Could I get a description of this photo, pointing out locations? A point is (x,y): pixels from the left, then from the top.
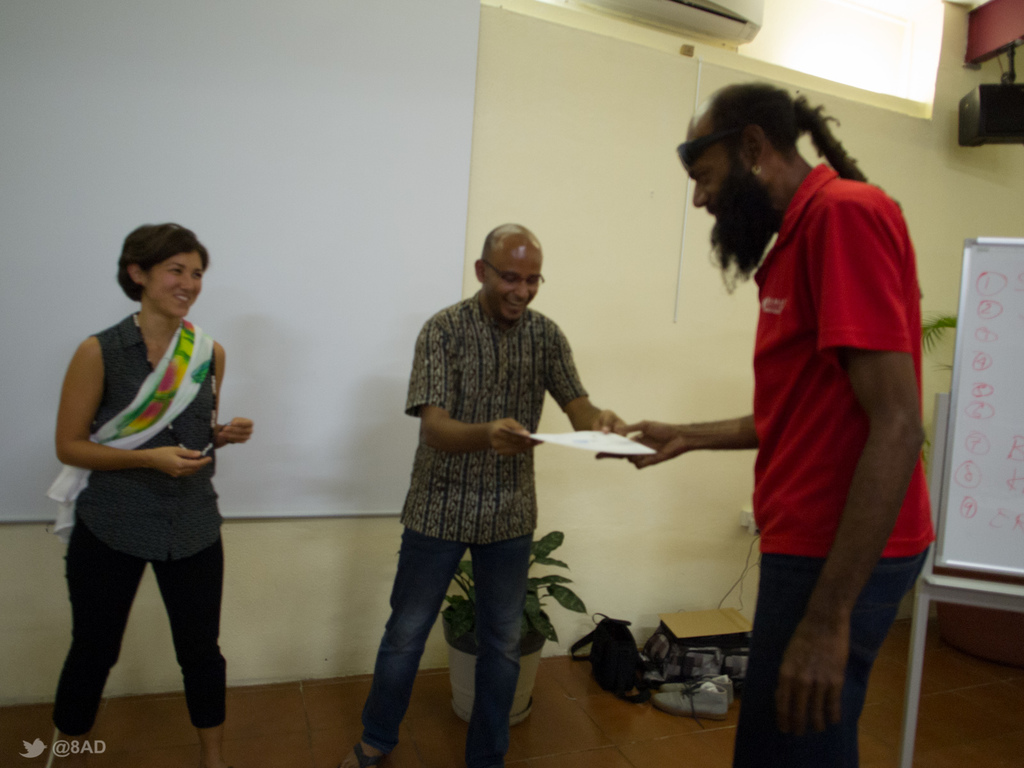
In this picture I can see 2 men (483,353) standing in front (503,409) and holding a paper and beside to them, I can see a woman (159,291) standing and I see that she is smiling. In the background (602,288) I can see the wall (607,194), a plant (458,601), a white color thing (358,26) and few things (627,628) on the floor (1005,753). On the right side of this picture (1020,322) I can see a white board (993,396) and I see something is written on it. I can also see few leaves (940,324) behind the board (983,277).
